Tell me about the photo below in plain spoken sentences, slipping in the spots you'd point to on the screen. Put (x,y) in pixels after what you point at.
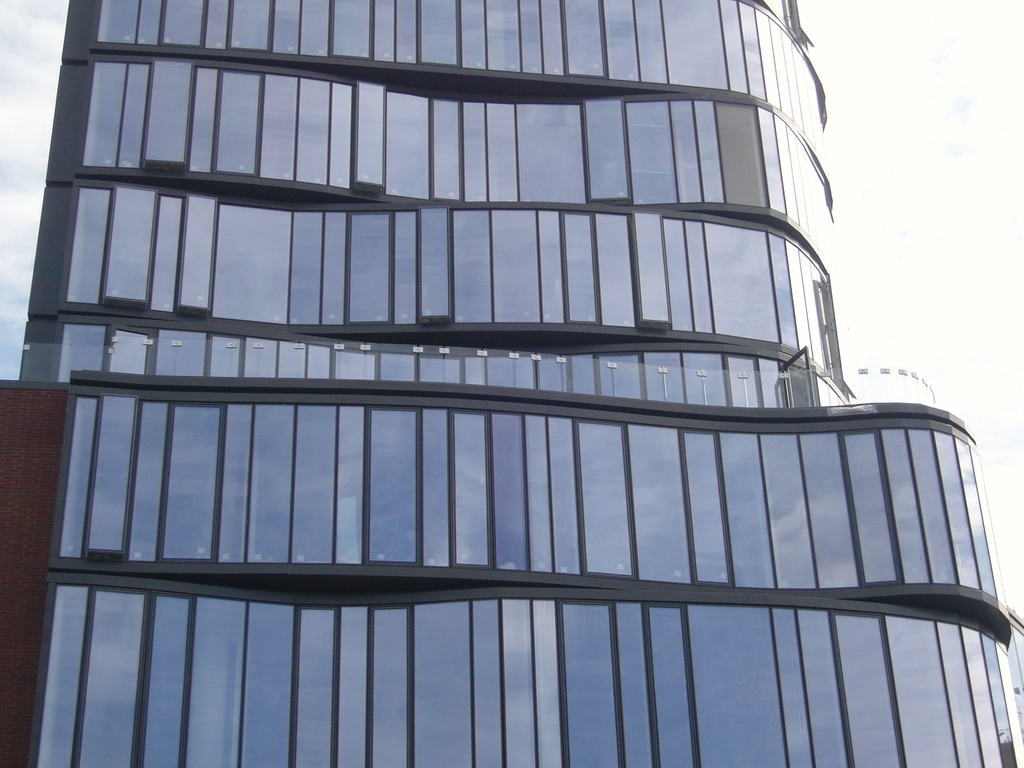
In this image I can see the glass building (575,567) and the sky (910,179) is in white color.
